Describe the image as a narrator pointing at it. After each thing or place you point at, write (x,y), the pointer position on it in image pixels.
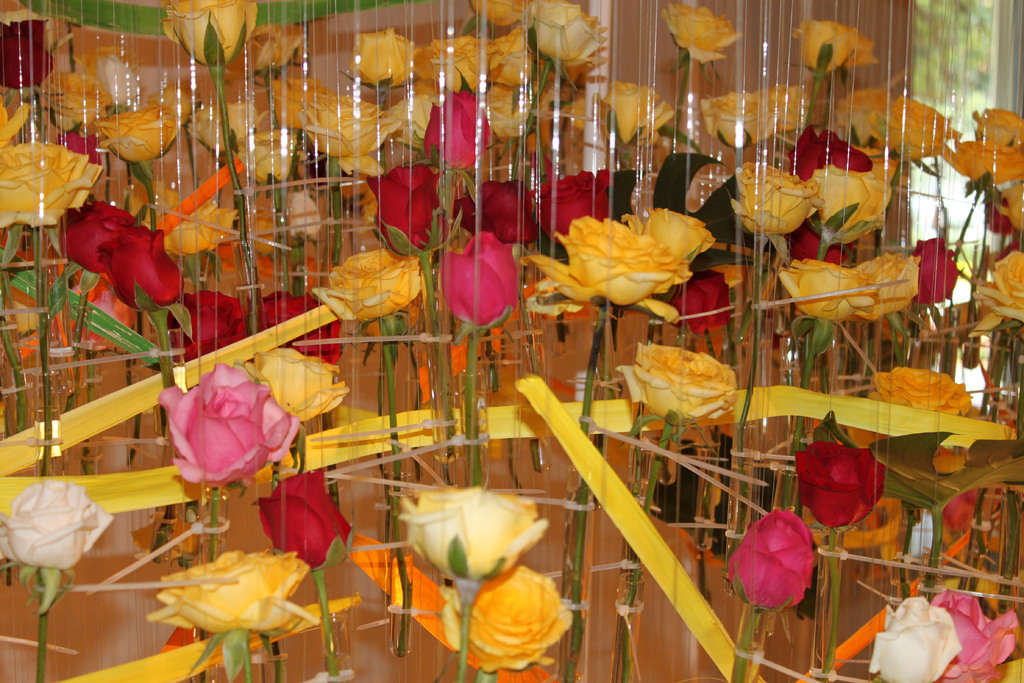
In this image we can see some rose flowers (266,408) and ribbons (415,419), In the background (649,37), it looks like a curtain (618,23).
